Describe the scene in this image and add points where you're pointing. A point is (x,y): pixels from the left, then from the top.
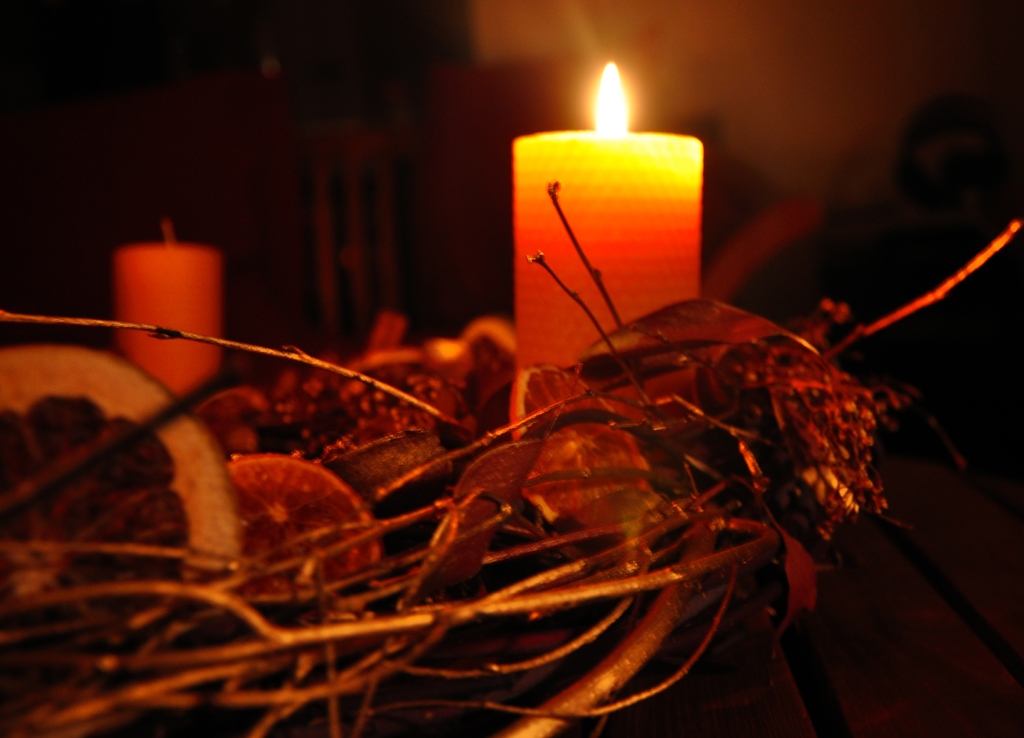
In the center of the image (541,365) we can see a candle (694,199) which is lighted. On the left side of the image (195,303) we can see a candle (141,318). At the bottom of the image (516,596) we can see the dry leaves (484,511) and twigs (419,616). In the background (769,29), the image is dark.
